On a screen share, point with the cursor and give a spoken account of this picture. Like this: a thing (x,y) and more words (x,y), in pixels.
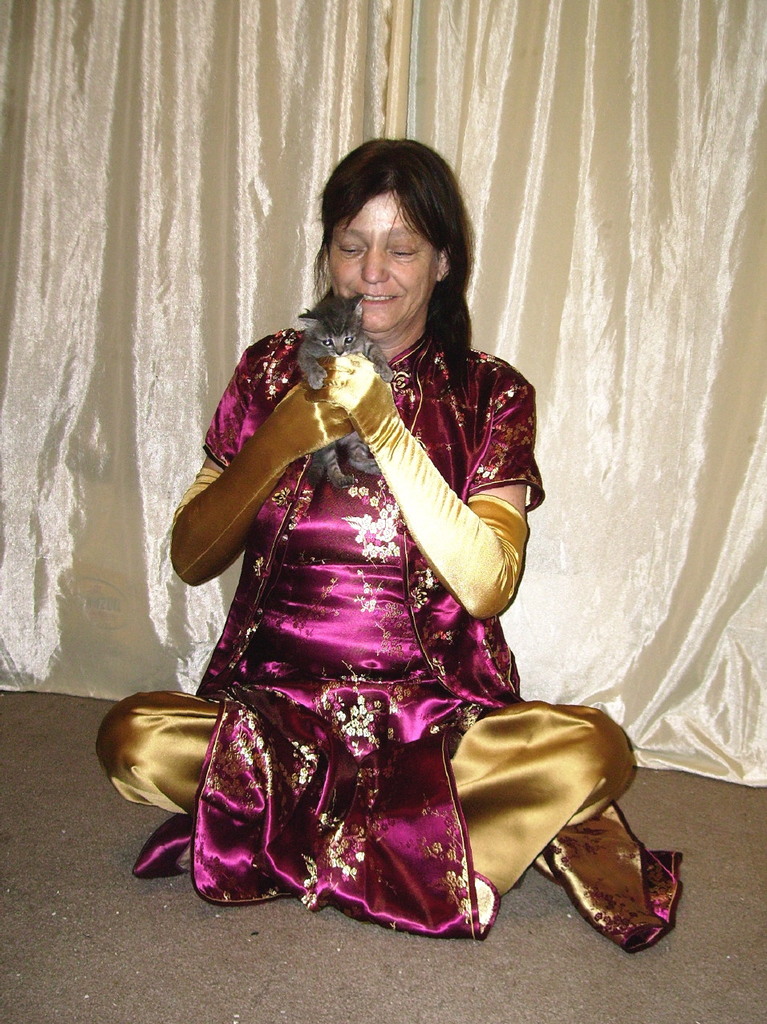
Here we can see that a woman (386,202) is sitting on the floor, and she is holding a cat (319,358) in her hand (331,378), and at back (645,108) here is the curtain (648,395).
